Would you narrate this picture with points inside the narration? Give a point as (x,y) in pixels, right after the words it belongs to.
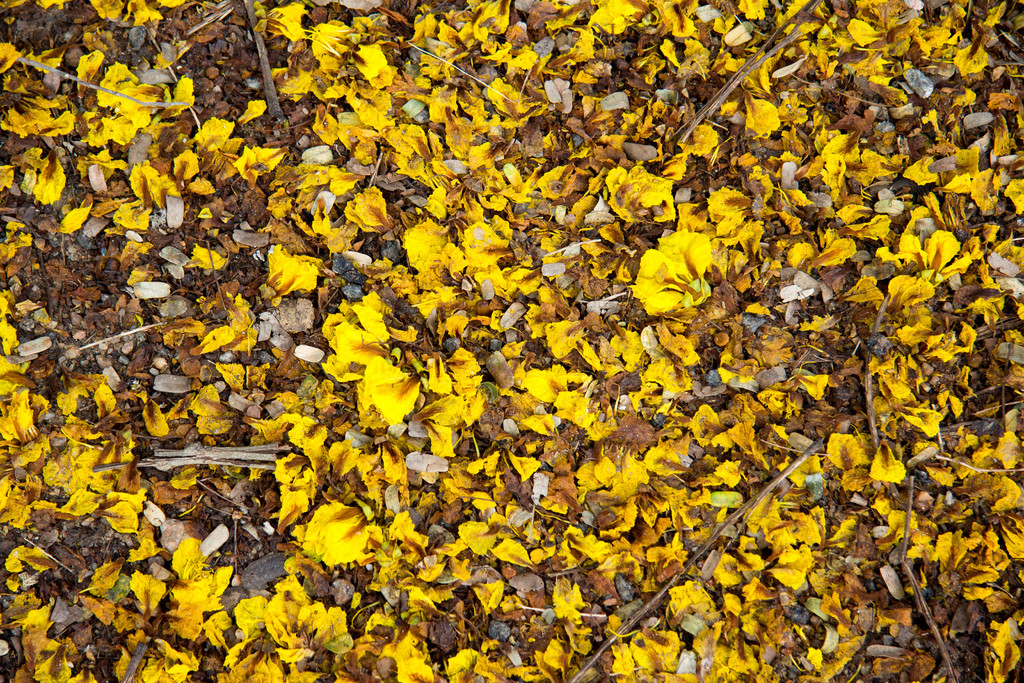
Here we can see yellow flowers (330,357) and dried leaves (287,336).
